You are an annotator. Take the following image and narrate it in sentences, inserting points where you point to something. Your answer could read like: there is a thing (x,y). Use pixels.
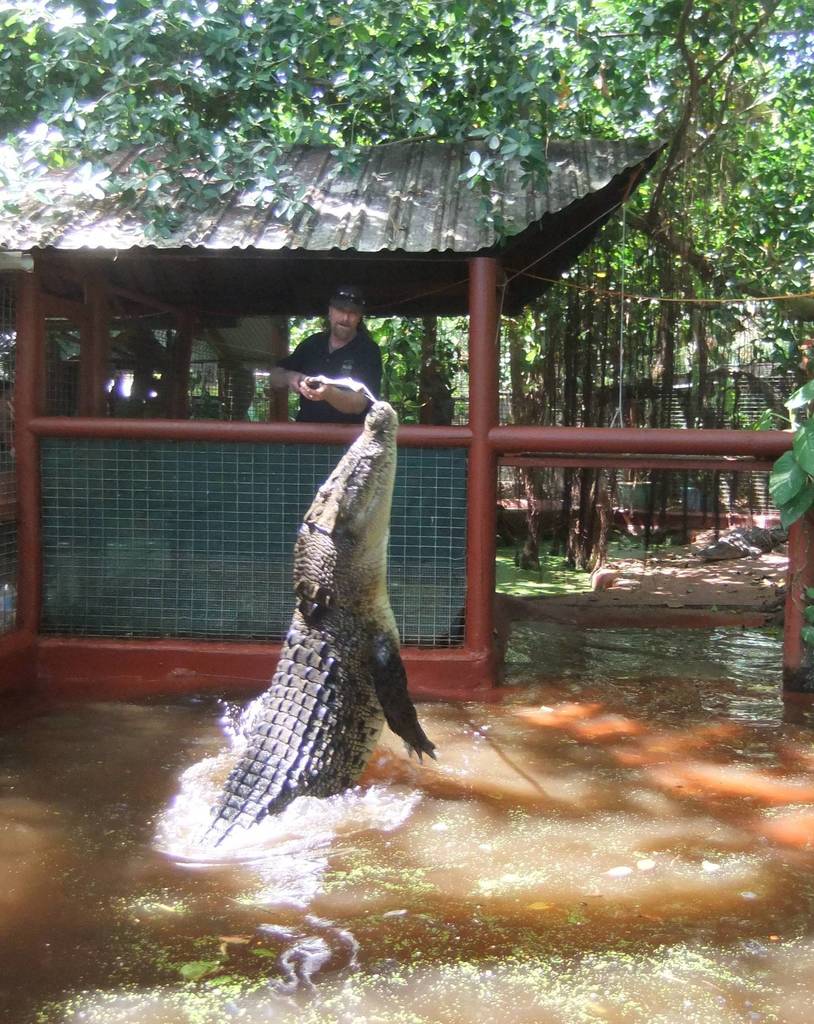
In this image there is a man (347,346) standing in the hut (305,313) and feeding the crocodile (356,476) with the stick (347,380). The crocodile (315,719) is flying in the air (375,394) to catch the stick (357,383). In the background (380,49) there are trees (697,88). At the bottom (383,895) there is water (485,916).
